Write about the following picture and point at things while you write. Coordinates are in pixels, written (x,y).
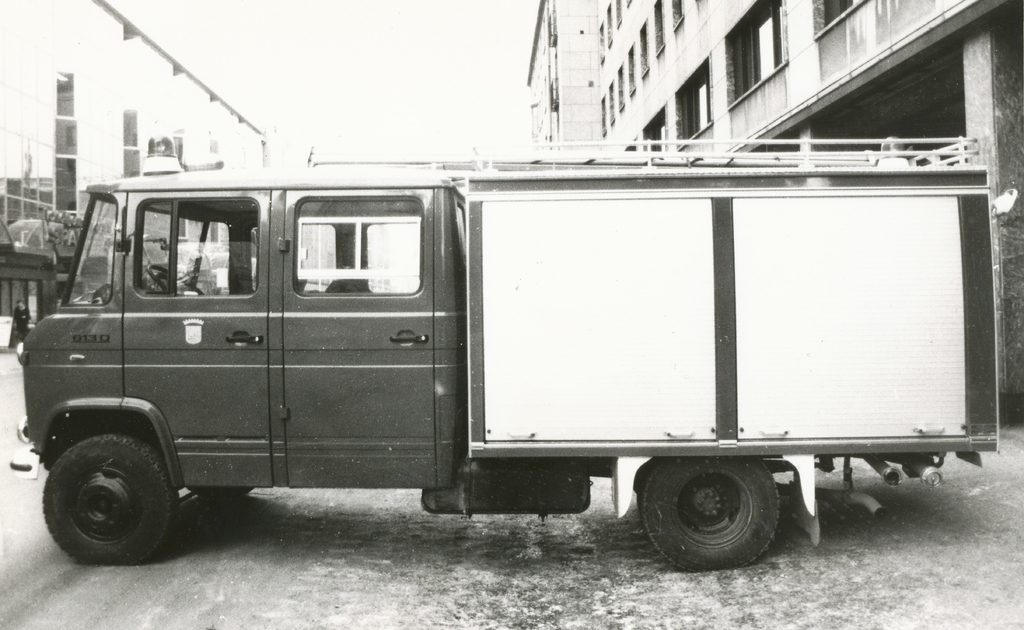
In the center of the image (481,366) we can see a vehicle (439,509) on the road (308,527). In the background (126,142) there are buildings (875,82) and sky (396,79).
